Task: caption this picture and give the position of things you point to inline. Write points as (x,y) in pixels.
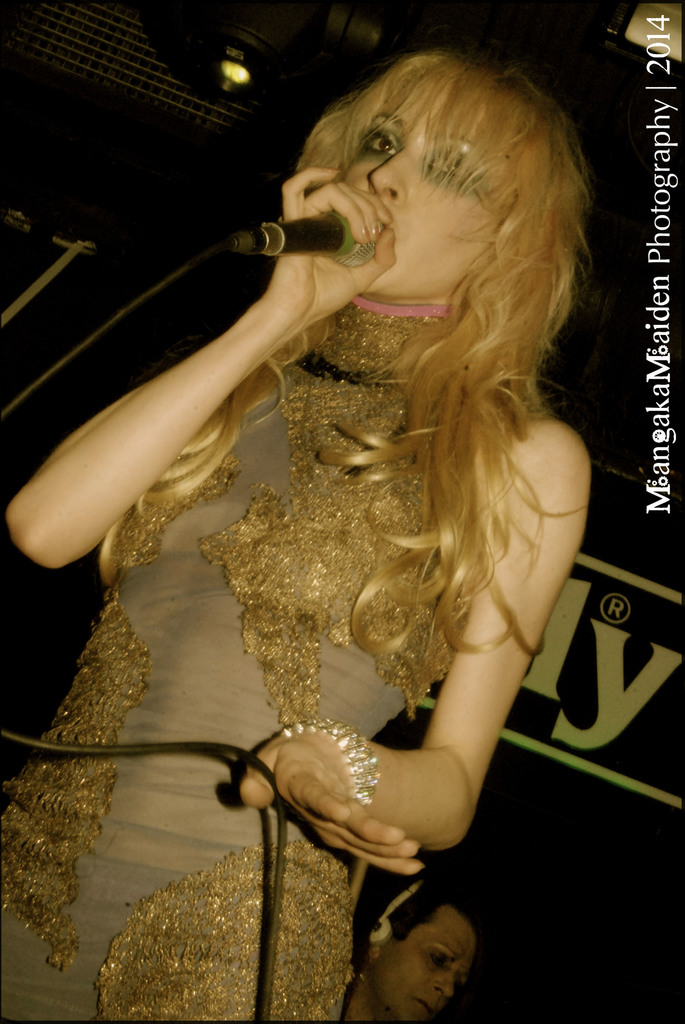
In this picture we can see a girl (212,944) wearing golden dress (328,536), standing in the front (283,655) and singing. Behind we can see the dark background (655,733).
